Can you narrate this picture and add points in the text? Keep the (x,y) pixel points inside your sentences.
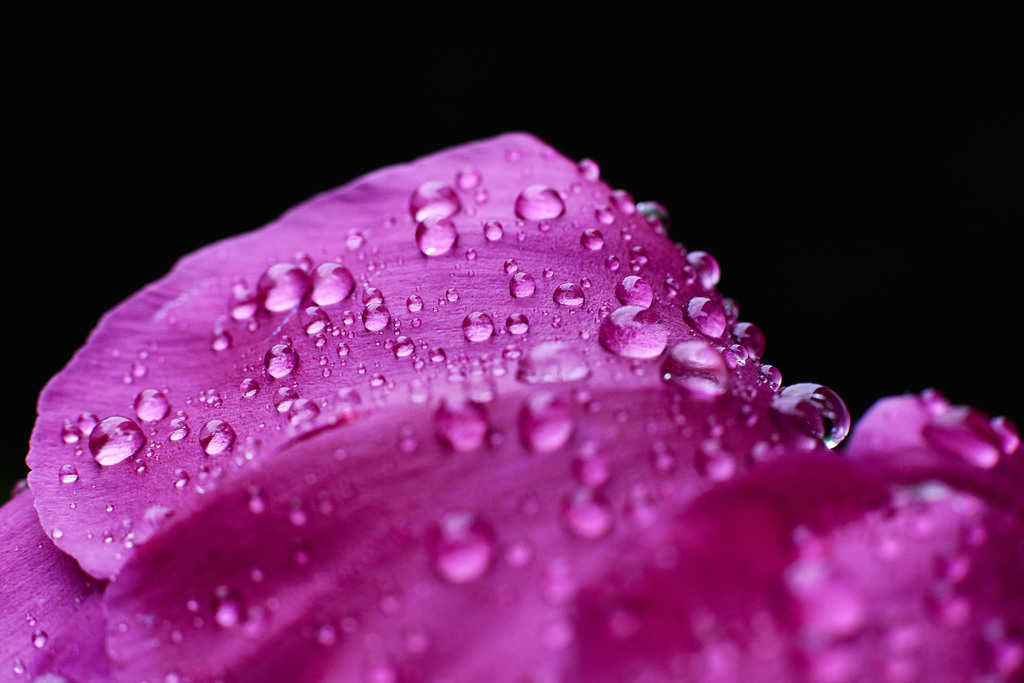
In this image we can see water drops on the flower (506,504).
